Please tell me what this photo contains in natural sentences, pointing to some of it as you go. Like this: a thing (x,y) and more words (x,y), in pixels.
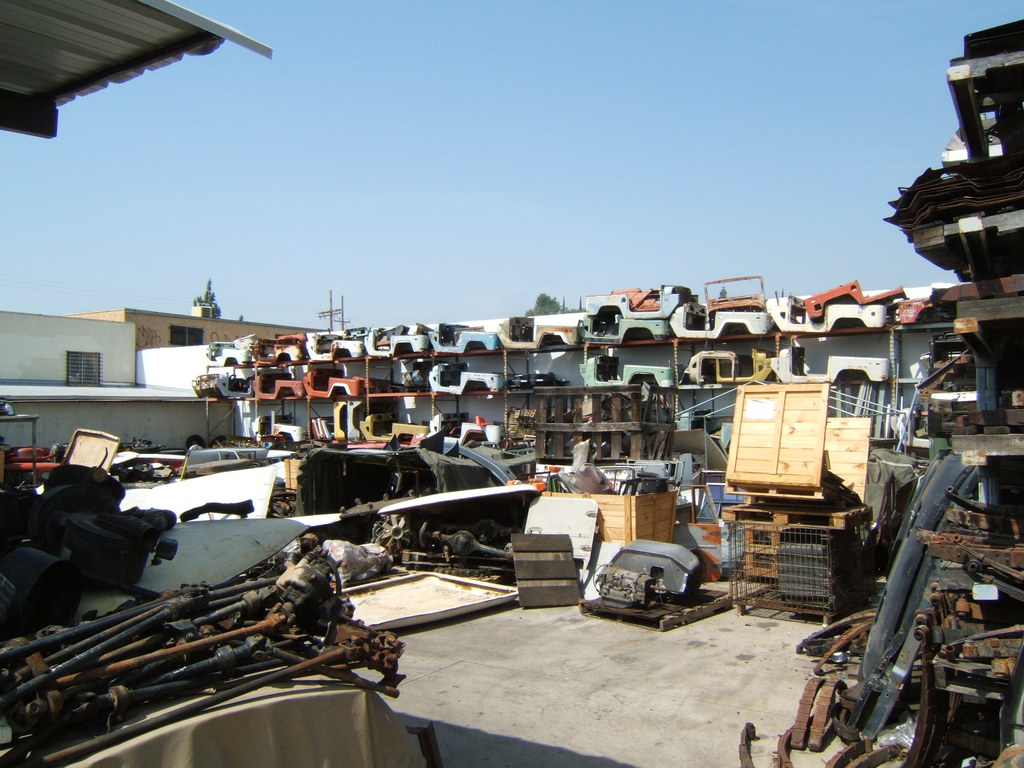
In this image there is a rack (578,403) having few metal parts (530,388) on it. Left side (149,724) there are few metal rods (207,665) on the table (246,696). There are few metal objects (564,527) on the floor (705,629). Left side (66,367) there are few houses (113,356). Top of image (311,243) there is sky (510,190).
